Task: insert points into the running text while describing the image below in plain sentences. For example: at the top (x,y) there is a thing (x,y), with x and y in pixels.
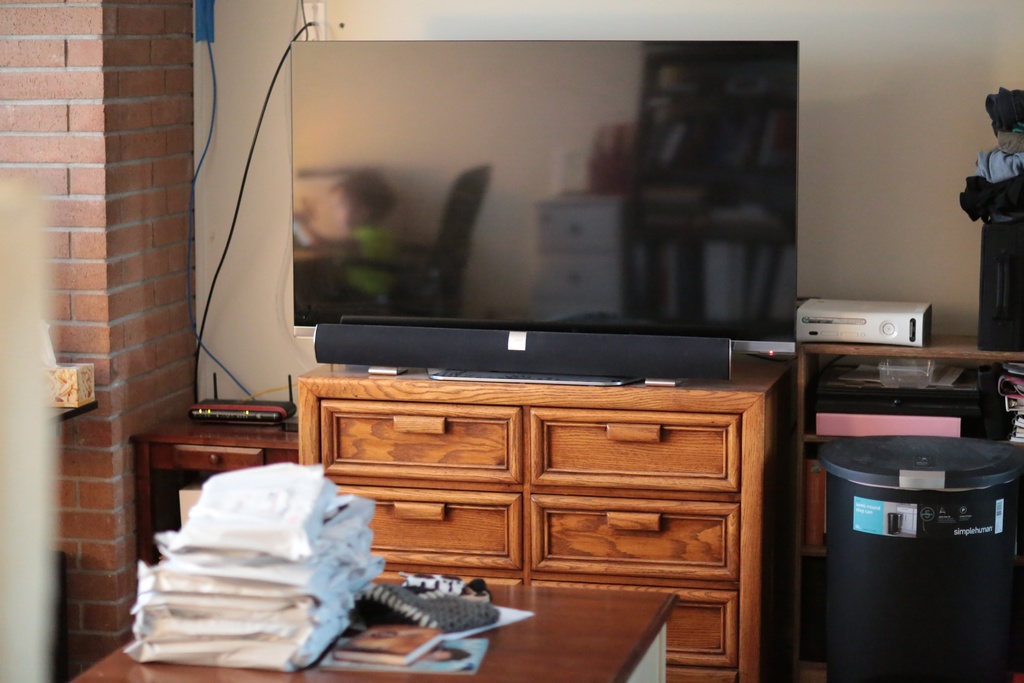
In the image a television (671,299) is placed on the chest of drawers (593,402). Just in front of it there is a table (576,592), on it there is picture (476,653), book (420,640) and clothes (302,589) placed over it. On the left corner of the image (52,137) there is a wall (25,149) with red bricks (38,142) and beside it there is a table (189,432) with a WiFi router (225,414) placed on it. On the right corner of the image (943,352) there is a cupboard (1011,632) and some files (925,376) are placed in the shelves (978,396). On the cupboard (1004,356) there is a game console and clothes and in front of it there is a trash can (955,473). In the reflection (603,303) on the television (602,316) there is child (384,241) sitting on the chair (448,269) at the desk (337,270) and a drawer (612,260) too. In the background (286,189) there is a wall (270,149) and cables (249,161).
